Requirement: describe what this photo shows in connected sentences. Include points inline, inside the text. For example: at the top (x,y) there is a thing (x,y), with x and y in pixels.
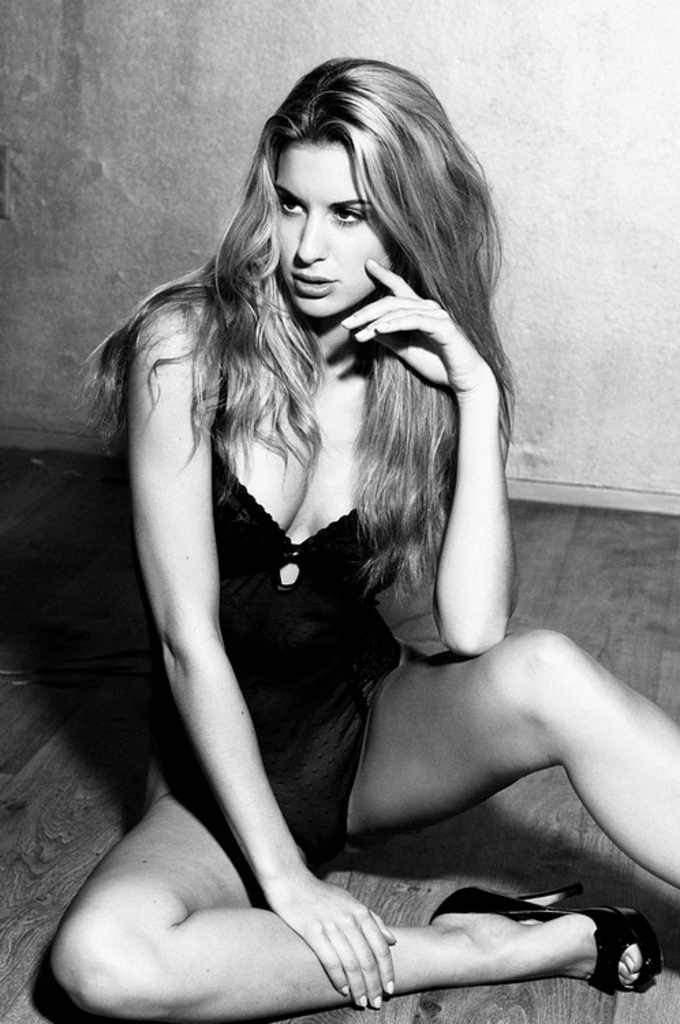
This is a black and white image where we can see a woman (209,551) wearing dress (160,756) and footwear (654,943) is sitting on the wooden floor (98,667). In the background (635,127), we can see the wall (537,263).
